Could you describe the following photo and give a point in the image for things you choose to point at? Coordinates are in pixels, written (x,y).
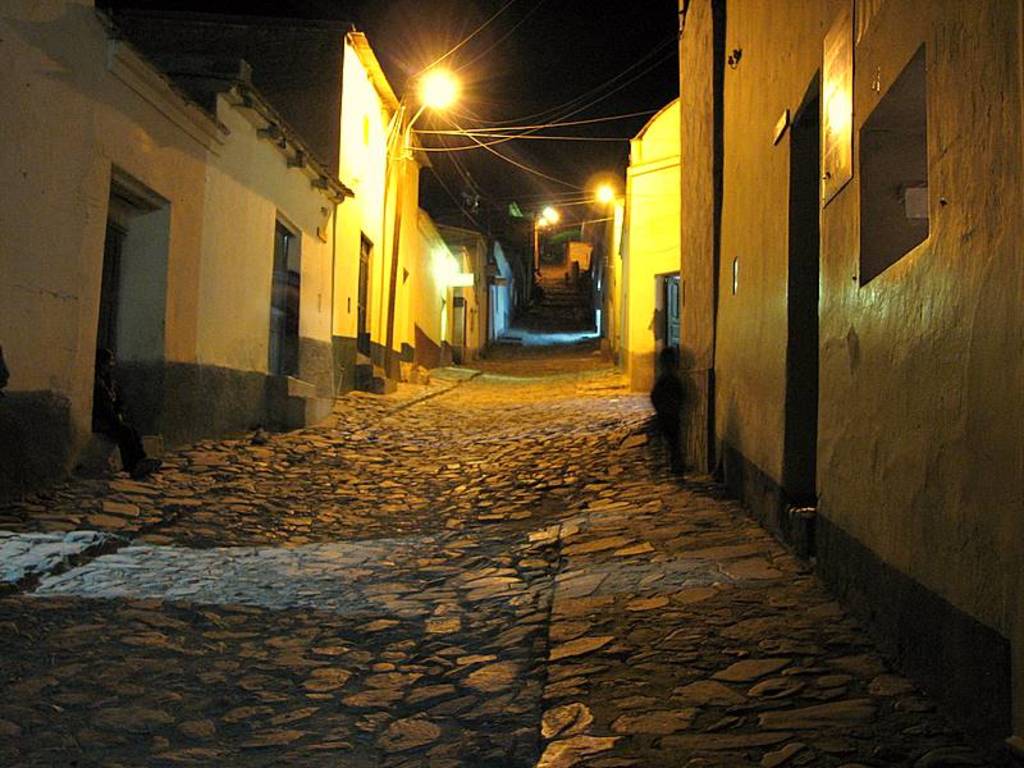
The picture is taken outside a street (634,608). On the right (907,630) there are houses (856,231), windows (889,185) and doors (675,295). In the center (475,370) it is road (343,567). In the background (644,205) there are street lights (544,209) and houses (470,257). At the top (556,14) it is dark.
